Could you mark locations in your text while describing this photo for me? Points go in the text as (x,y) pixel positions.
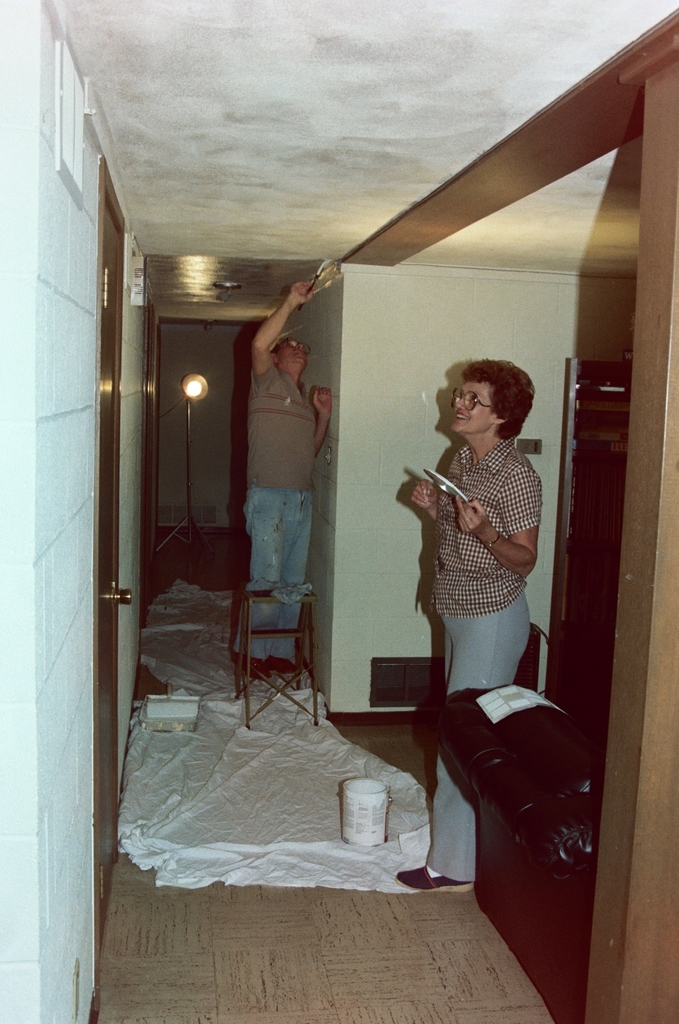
In this image I can see two persons (465,830) on the floor (327,1003), cover (377,859) and some objects (542,805). In the background (177,490) I can see a wall (231,446), light (189,532), door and a chair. This image is taken may be in a hall (319,788).
